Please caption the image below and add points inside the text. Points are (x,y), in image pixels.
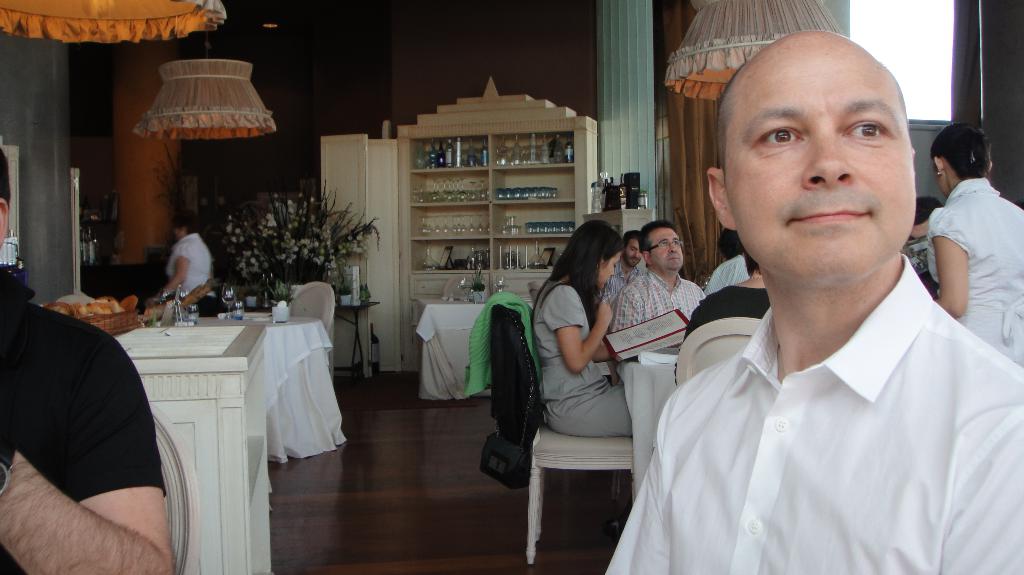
In this picture we can see some people (109,466) sitting on chairs (700,346) and a person (953,269) standing and in the background (217,338) we can see tables (430,366), menu card (668,316), basket (104,316), glasses (194,309), bottles (551,158) in racks (513,215), curtain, wall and some objects (700,47).
